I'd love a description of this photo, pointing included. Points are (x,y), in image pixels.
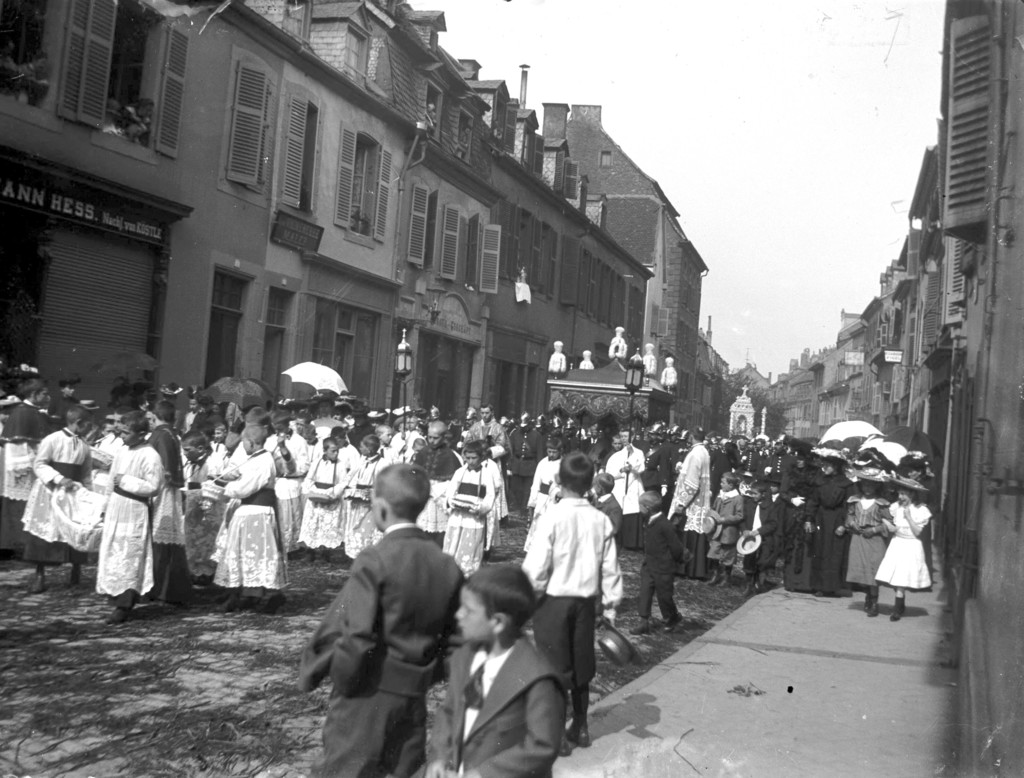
On the left side (103,449), there are persons (89,449) on a road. Some of them are holding umbrellas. On the right side (916,507), there are persons (904,523) on a footpath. Beside this footpath (904,652), there are buildings (965,226). In the background (847,348), there are buildings (607,260).
